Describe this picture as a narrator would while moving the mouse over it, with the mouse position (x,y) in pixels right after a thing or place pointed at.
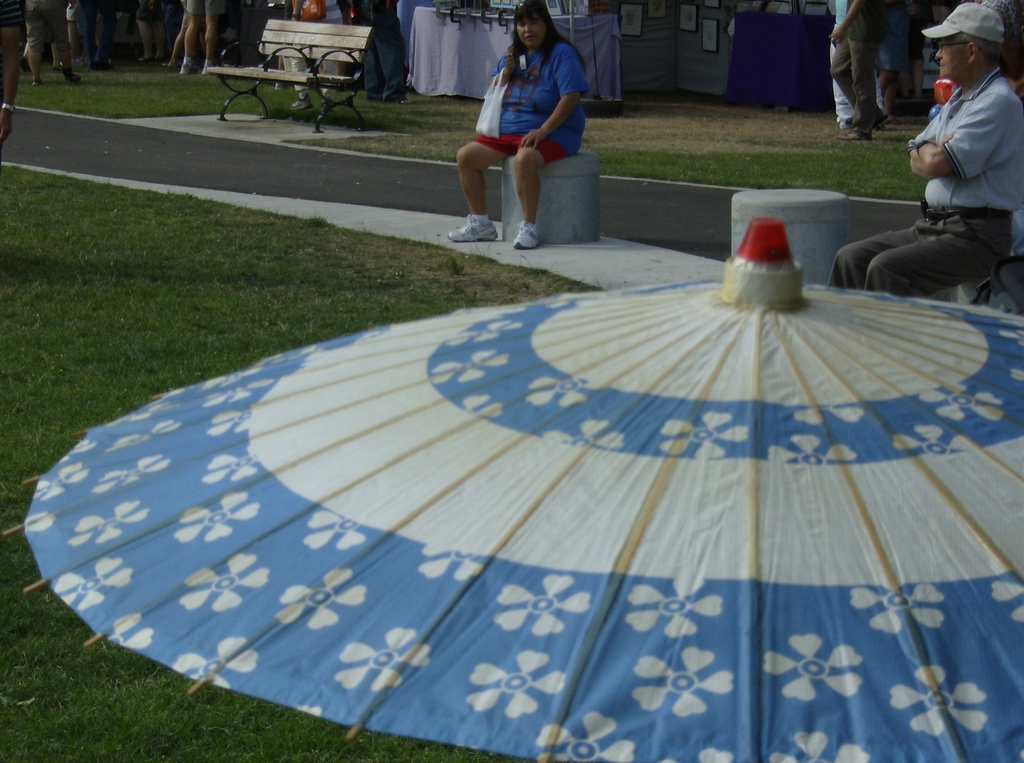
In this image in the right (884,394) there is an umbrella (631,412). A lady (524,105) and a man (983,123) are sitting here. In the background (879,52) there are many people (34,49) standing in front of the counter (770,50). This is looking like a shop (799,44). This is a bench (312,74). This is a path (654,187).
